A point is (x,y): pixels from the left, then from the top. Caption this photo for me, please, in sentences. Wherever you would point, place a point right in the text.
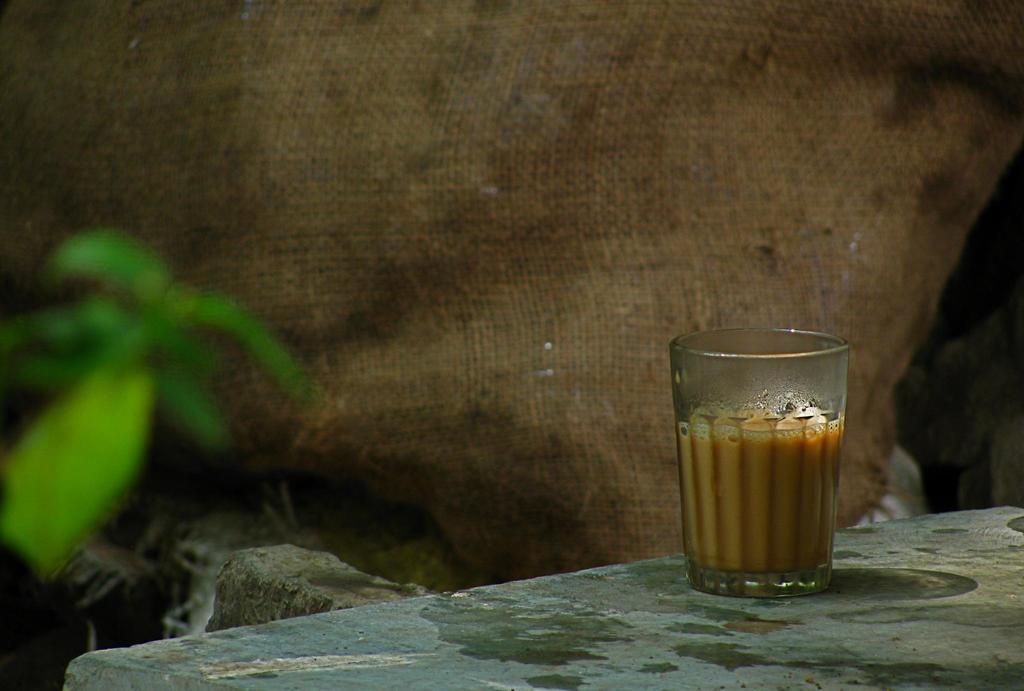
In this image I can see a glass (780,539) with brown colored liquid (783,514) in it. I can see a green colored plant (180,393) and a brown colored gunny bag (488,300).
